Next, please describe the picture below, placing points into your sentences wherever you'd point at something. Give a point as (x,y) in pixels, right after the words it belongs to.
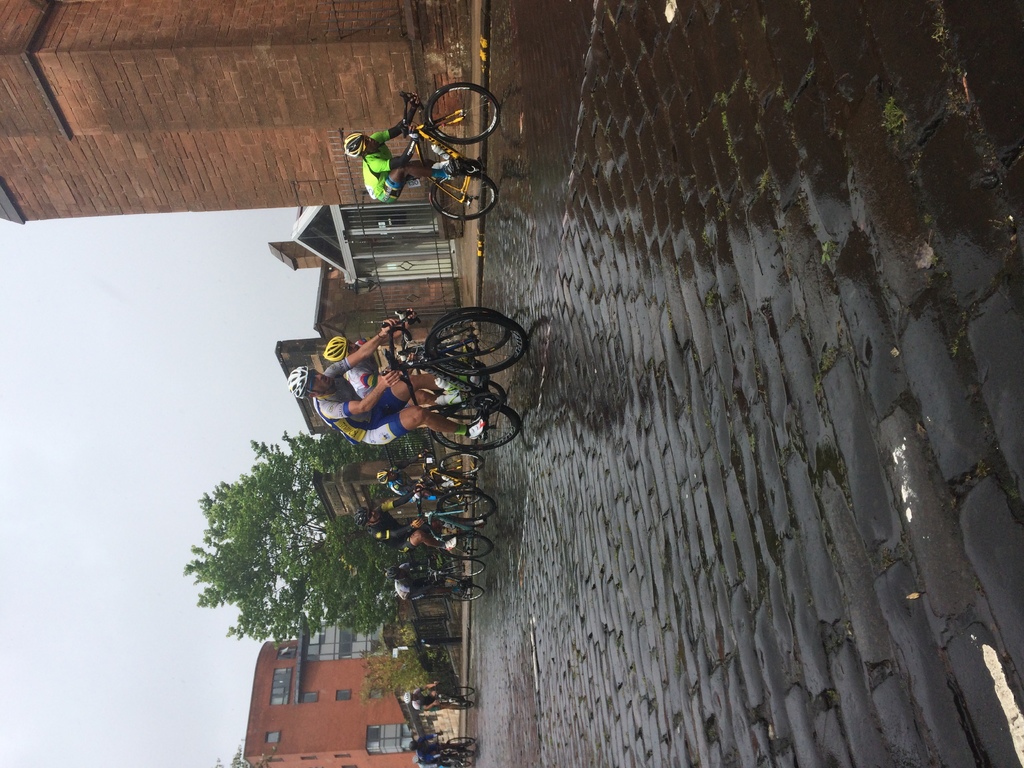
In this picture we can see a group of people (368,521) riding the bicycles (425,354) on the road (485,299). Behind the people (395,584) there is a tree (286,570), iron grilles (360,206), buildings (312,193) and the sky (99,483).
